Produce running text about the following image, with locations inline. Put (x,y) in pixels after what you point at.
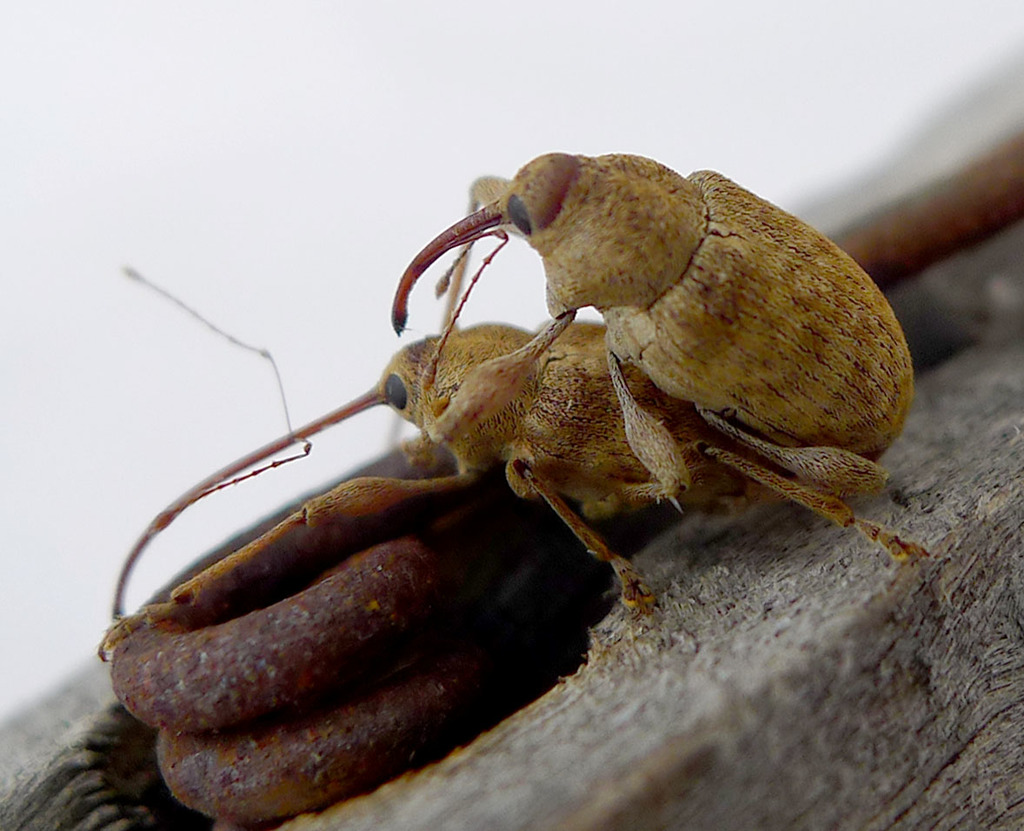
Background (872,90) portion of the picture is in white color. In this picture we can see the insects (566,488) on a surface (646,554). We can see some metal (391,677) with the formation of rust (298,661).
